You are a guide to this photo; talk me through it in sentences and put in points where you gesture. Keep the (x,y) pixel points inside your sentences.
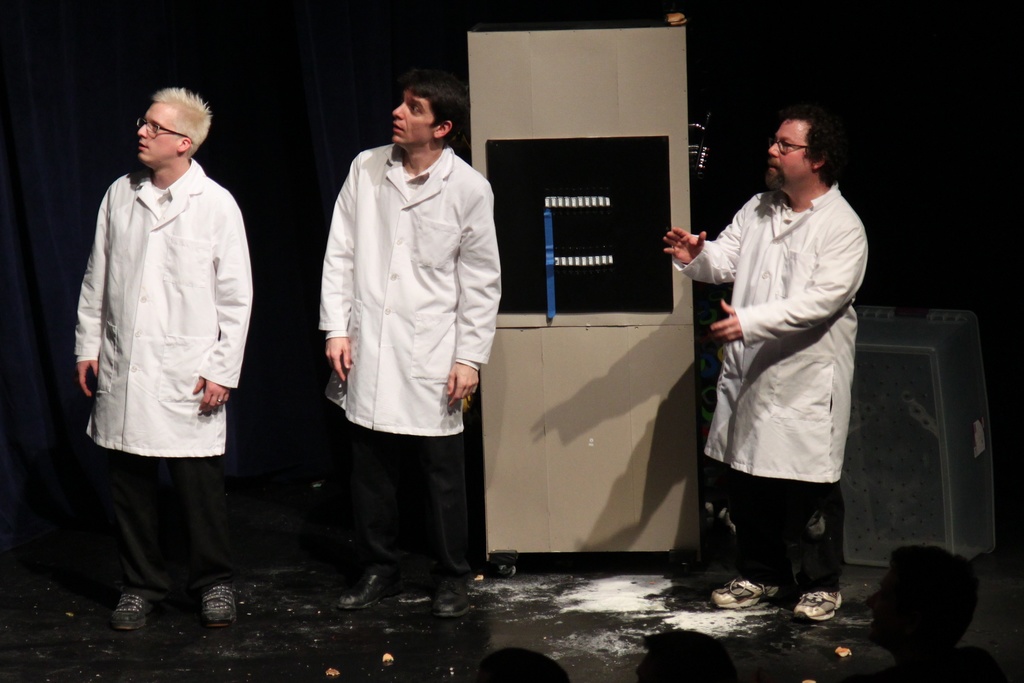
In the image there are three men (393,339) and behind them there is some object (612,340).
